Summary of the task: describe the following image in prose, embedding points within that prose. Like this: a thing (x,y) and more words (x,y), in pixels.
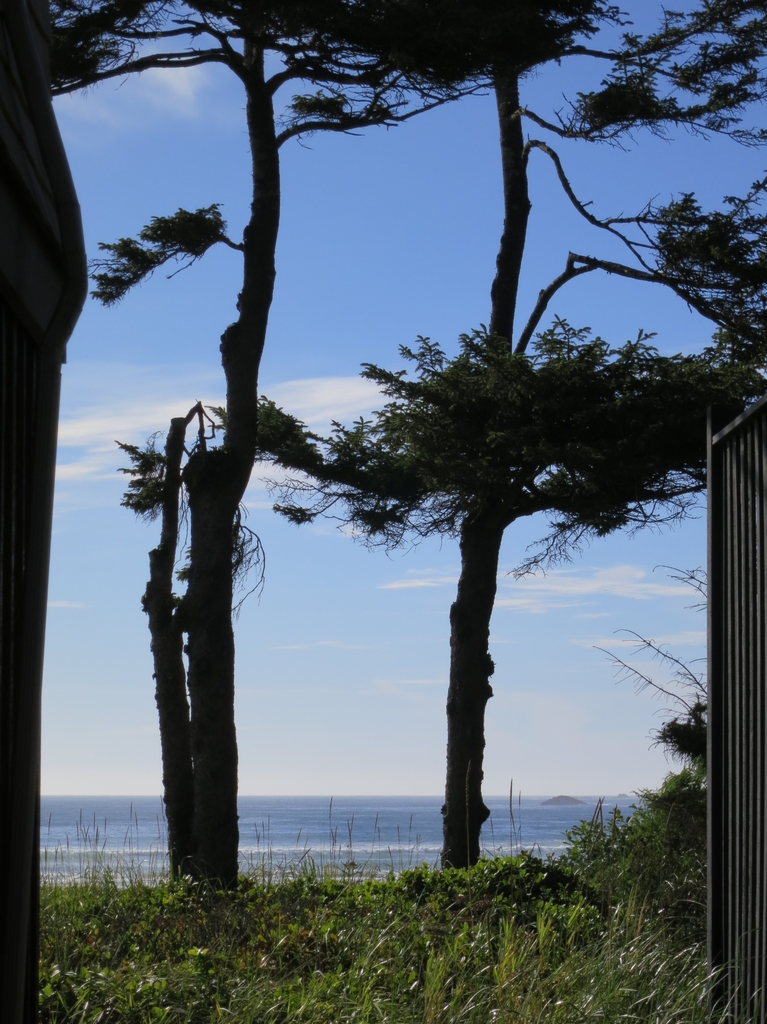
In this image I can see the grass (392,935), trees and other objects (721,608). In the background (337,733) I can see the water (441,832) and the sky (373,562).
